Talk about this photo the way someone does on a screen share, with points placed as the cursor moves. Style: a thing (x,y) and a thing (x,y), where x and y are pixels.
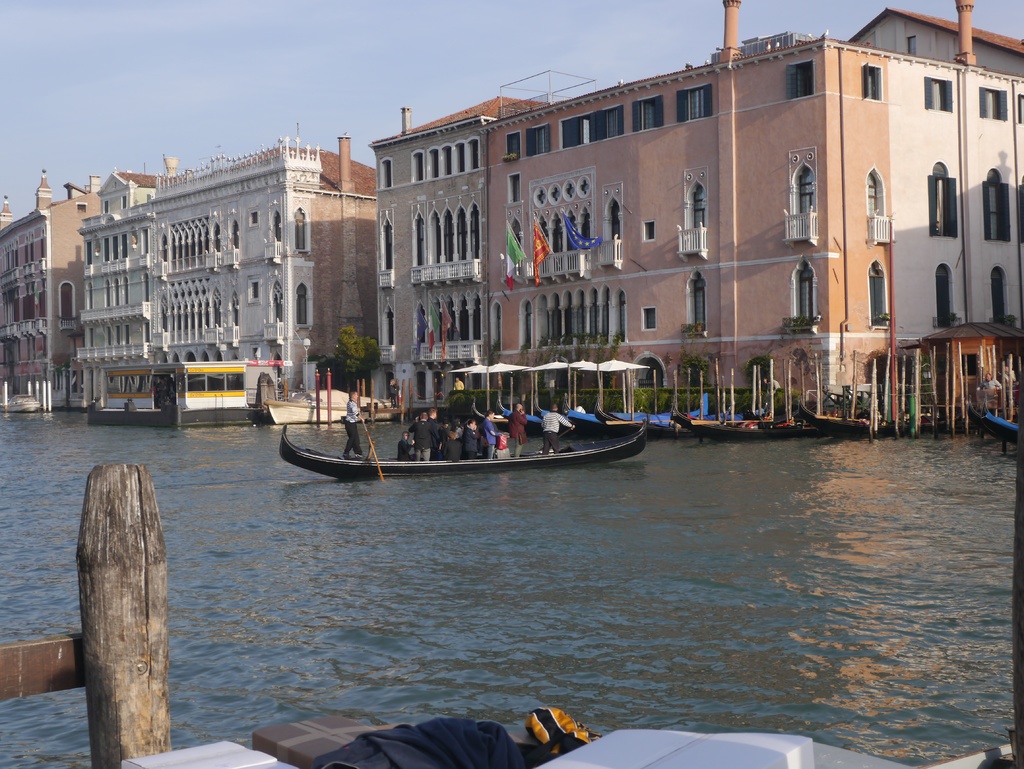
We can see clothes (426,757), wooden pole (154,562) and water (305,487). There are people (432,434) in a boat (508,457) and we can see poles (979,382) and boats (293,423). In the background (345,376) we can see light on pole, buildings (277,349), trees (351,356), flags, tents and sky (283,46).
